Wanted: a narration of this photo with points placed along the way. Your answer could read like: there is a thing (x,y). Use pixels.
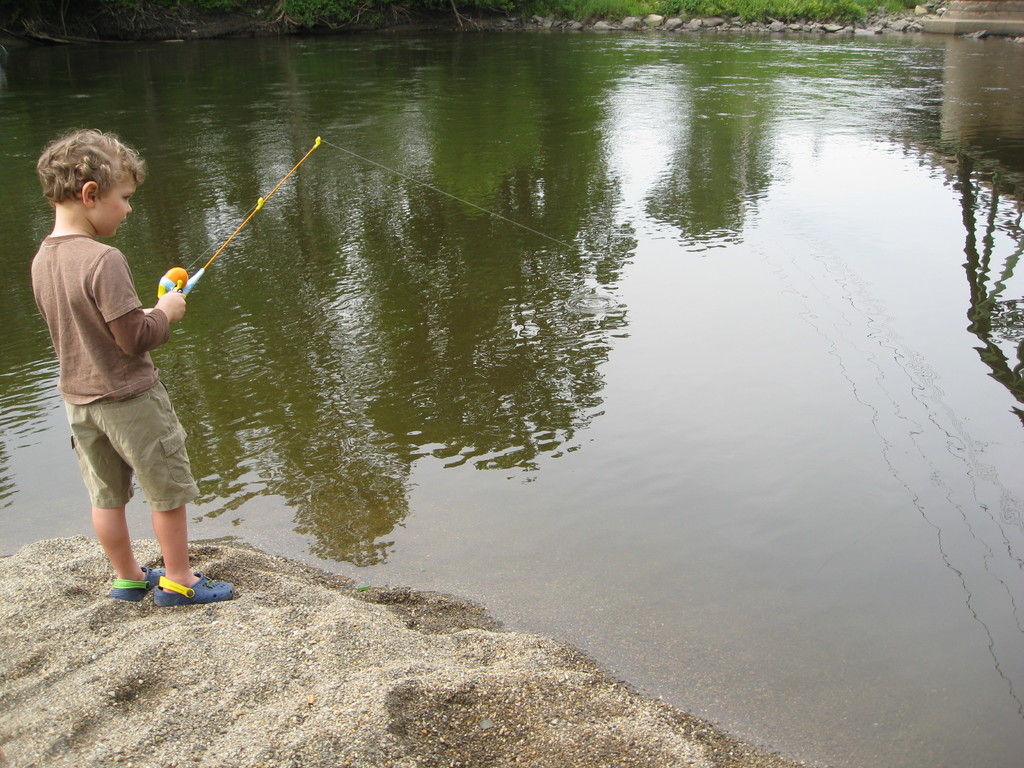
In this image I can see a river (350,324). On the left side of this image (118,339) I can see a boy (114,395) wearing t-shirt (118,374), short (150,431), standing on the ground (182,610), holding a fishing rod (183,279) in the hand (177,297) and looking at the water (212,222). At the top (554,26), I can see few plants (545,8) and rocks (701,27).
